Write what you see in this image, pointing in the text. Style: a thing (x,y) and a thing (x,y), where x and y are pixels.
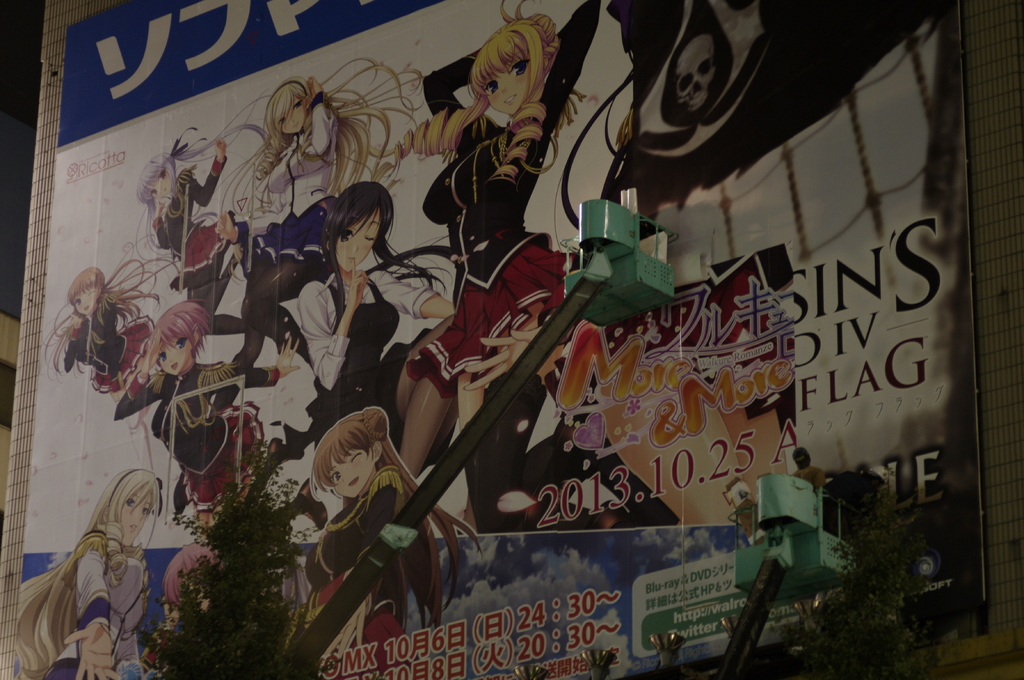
In this picture we can see a poster (490,468) on the surface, here we can see people (357,216), plants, some text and some objects (590,271).
